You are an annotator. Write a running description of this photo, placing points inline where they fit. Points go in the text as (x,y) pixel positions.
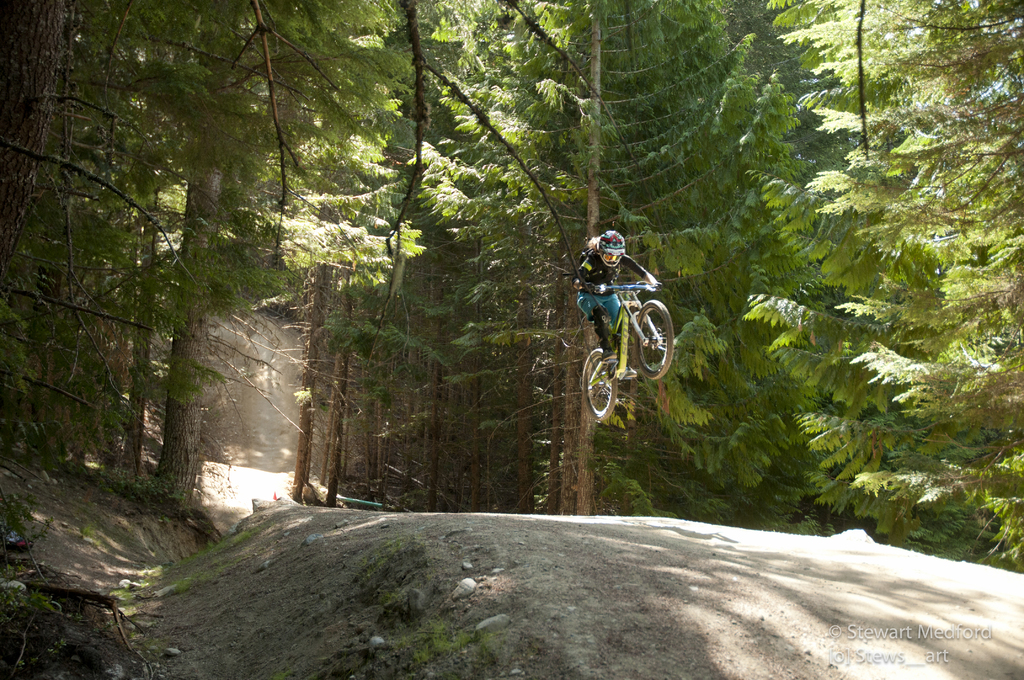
In this image there is a person (605,355) flying in the air along with the cycle (625,346). In the background (558,272) there are trees (584,169). At the bottom (584,546) there is a way (455,585). The man (594,281) is wearing the jacket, gloves (651,284) and a helmet (601,252).
